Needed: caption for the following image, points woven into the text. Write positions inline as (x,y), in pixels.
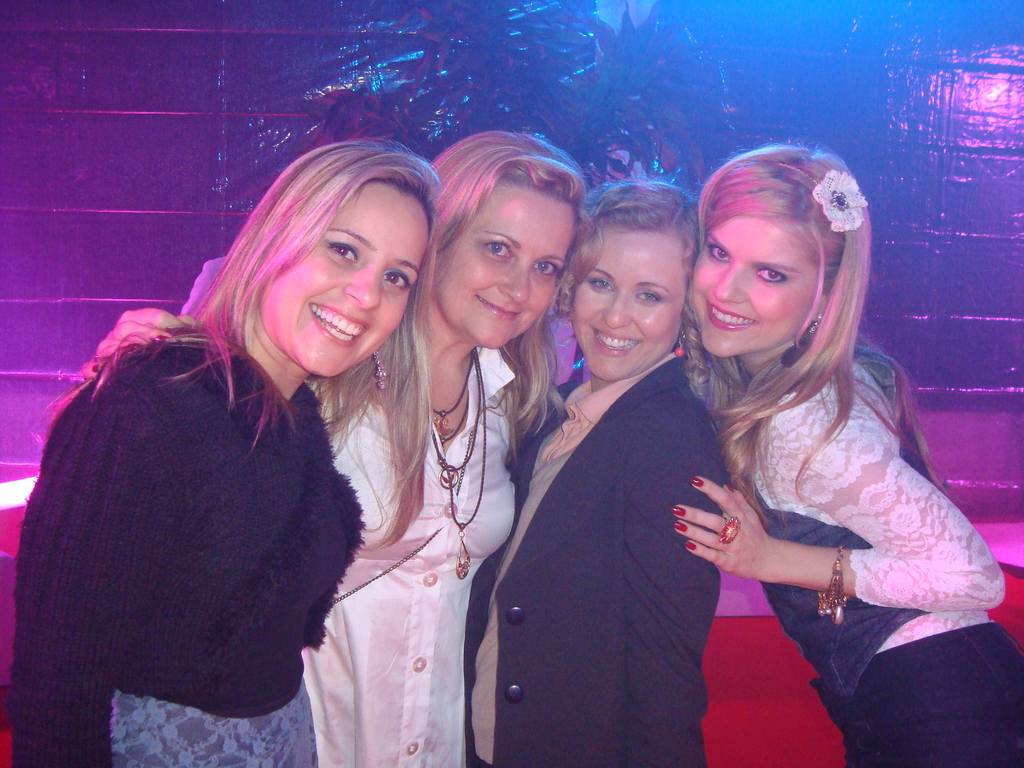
There are four women (569,523) standing and smiling. This looks like a couch (731,697), which is red in color. I think this is the wall (296,97).
